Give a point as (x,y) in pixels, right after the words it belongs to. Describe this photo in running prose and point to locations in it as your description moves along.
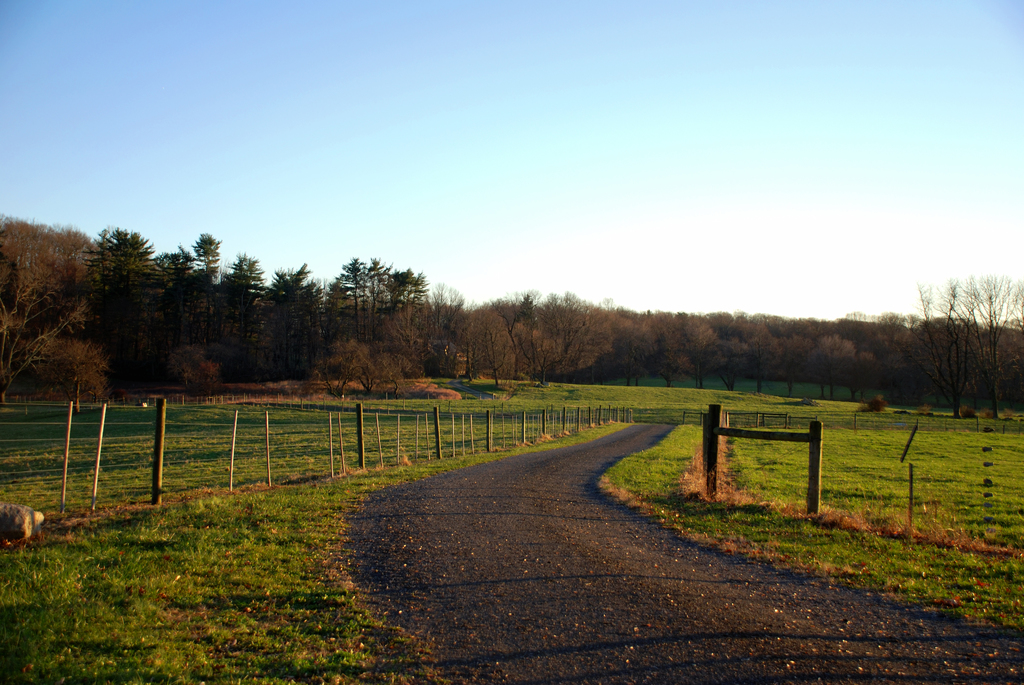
In this image we can see some trees (413,331), plants (295,395), and the grass (607,403), there are rocks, wooden poles (905,450), also we can see the sky (545,95).
